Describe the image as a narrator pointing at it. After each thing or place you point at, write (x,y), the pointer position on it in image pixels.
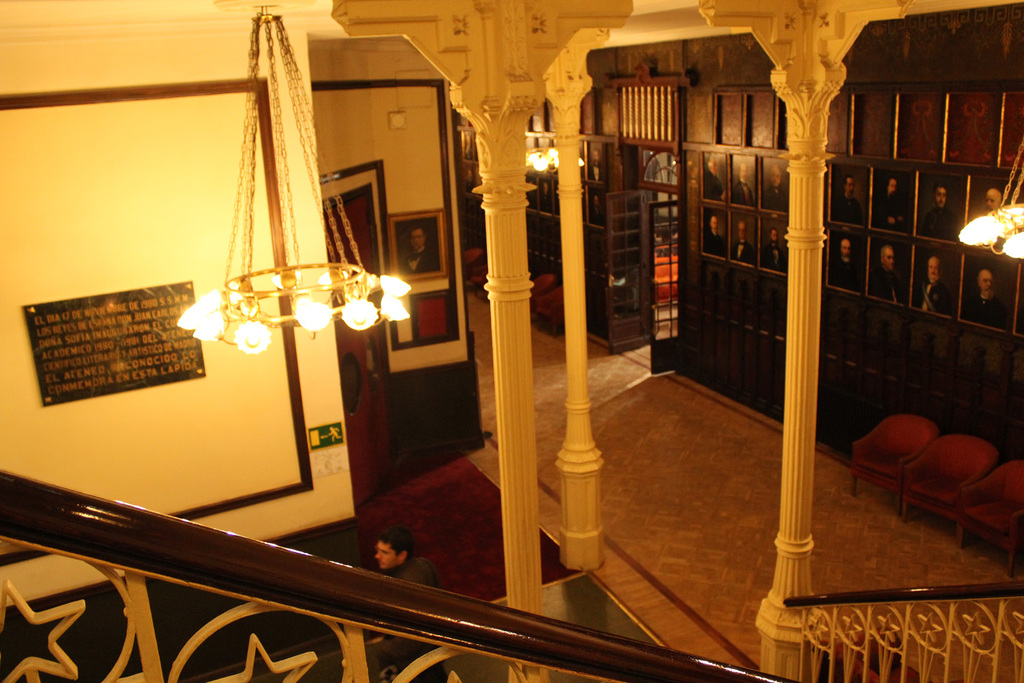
In this image we can see some chandeliers (405,311), a person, pillars (573,258), photo frames (760,248), wall (886,367), chairs (961,504) and other objects (431,499). At the bottom of the image (534,617) there is the railing (382,628).
